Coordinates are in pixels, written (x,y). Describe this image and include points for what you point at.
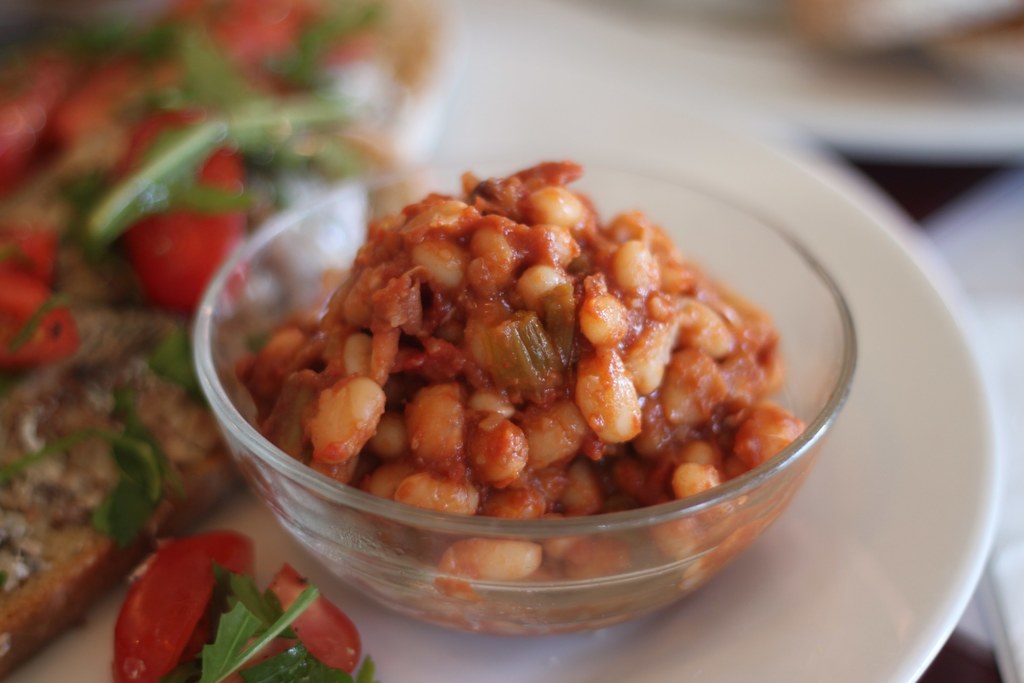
In this image there is a plate (890,461) served with food (167,564) and a bowl (519,543) full of beans (568,443).
